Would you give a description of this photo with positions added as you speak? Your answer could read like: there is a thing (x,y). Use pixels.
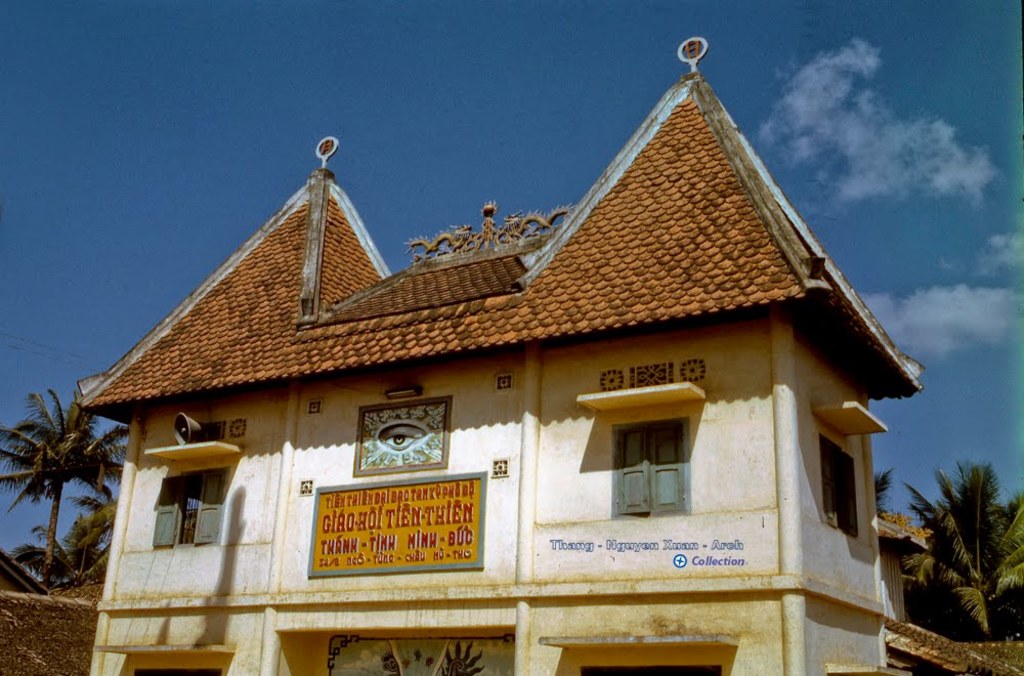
This picture is taken from outside of the city. In this image, on the right side (893,492), we can see some trees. On the left side (79,568), we can also see some trees (63,562) and a roof (57,594) of a house (9,589). In the middle of the image (542,373), we can see a building (710,512), the board (380,526), in, the board (394,525), we can see some text (452,498) written on it, window (645,484), roof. At the top (559,92), we can see a sky (941,70) which is a bit cloudy.
